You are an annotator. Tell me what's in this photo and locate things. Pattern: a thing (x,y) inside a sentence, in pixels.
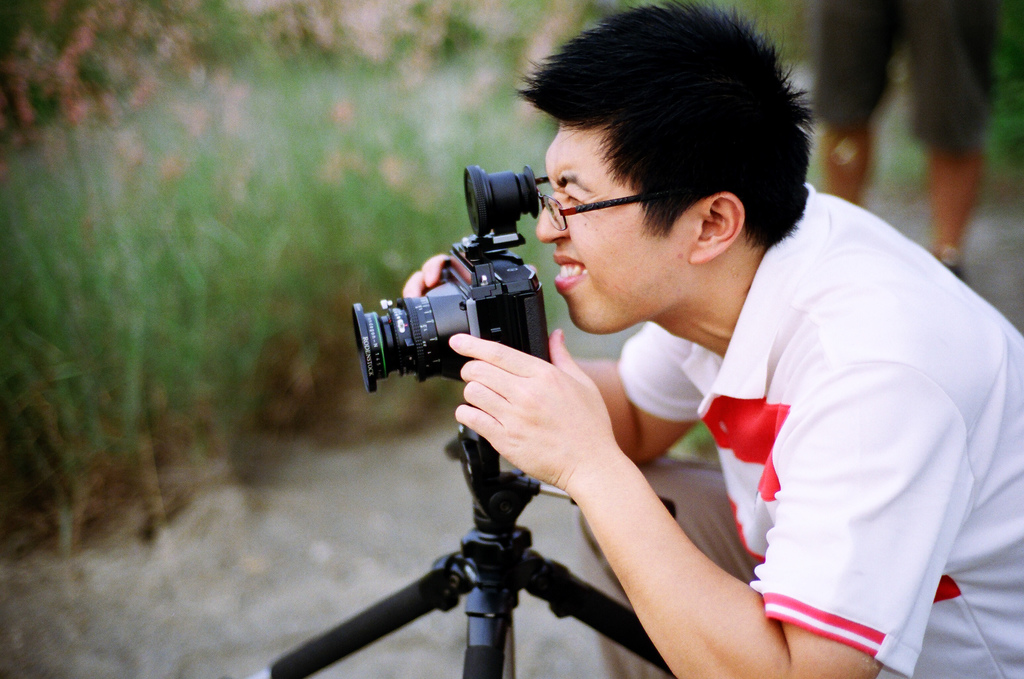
In this picture we can see two people (750,451) on the ground (243,549) where a man (731,486) holding camera (493,187) with his hands (473,420) and in the background (150,345) we can see plants (234,237) and it is blurry.
